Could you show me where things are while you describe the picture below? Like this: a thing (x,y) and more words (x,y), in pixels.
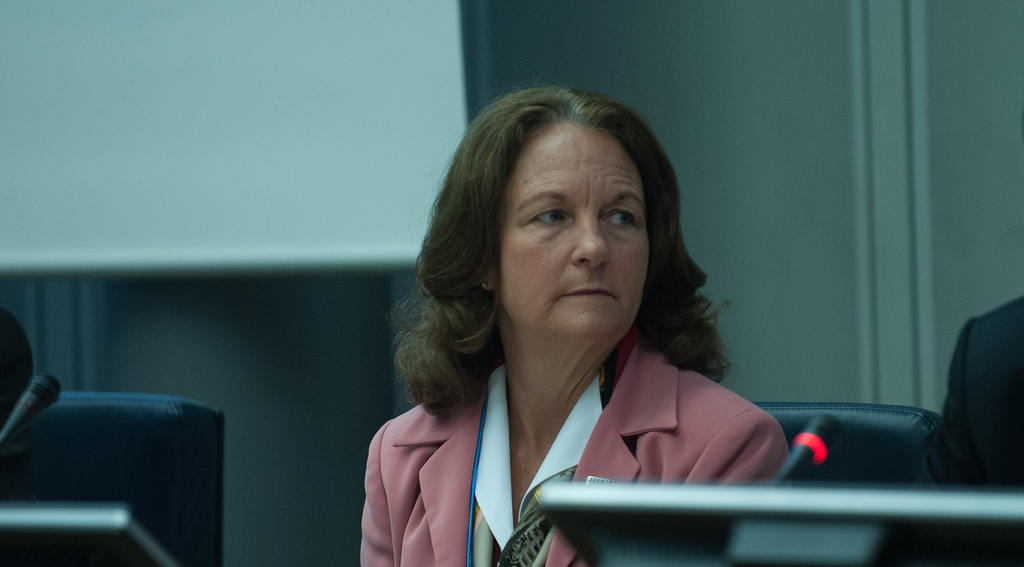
In this image there is a person (624,371) sitting on one of the chairs (70,447) in a room (269,502), there are microphone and laptops (130,550) on the table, there is a screen (304,199) and a wall (694,168).
